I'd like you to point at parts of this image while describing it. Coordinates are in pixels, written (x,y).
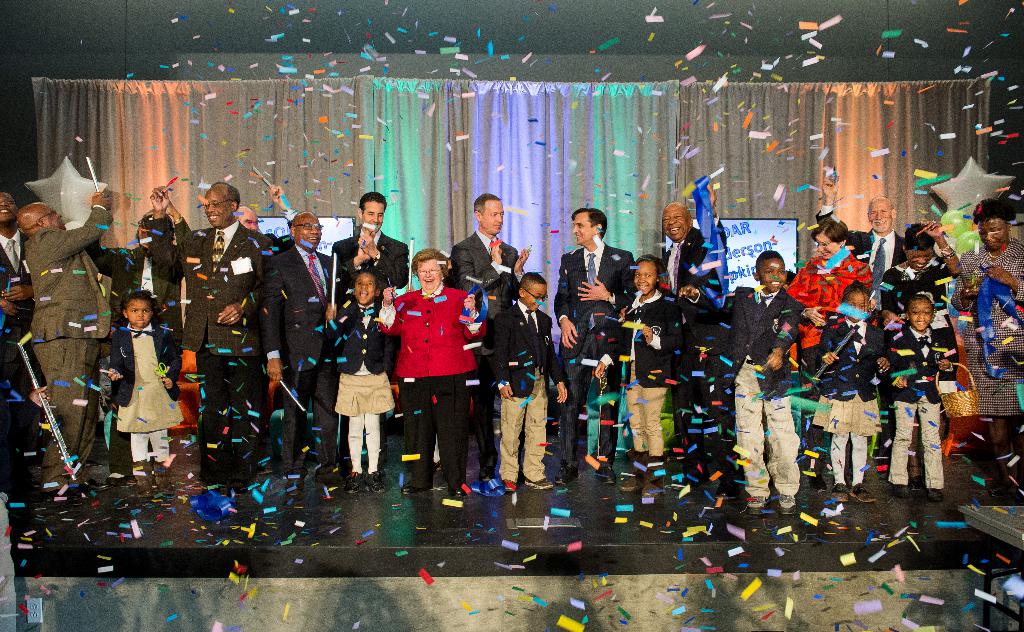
In this picture I can see few people (457,397) standing on the dais (314,591) and a white color cloth (530,160) on the back (821,97) and couple of televisions (757,227) with display (739,241) and few balloons (965,222) on the corners and few color papers (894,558) in the air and few (482,274) are clapping their hands (364,258) and a table (1005,533) on the right side (998,529) and a man (61,286) holding a long silver object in the hand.
